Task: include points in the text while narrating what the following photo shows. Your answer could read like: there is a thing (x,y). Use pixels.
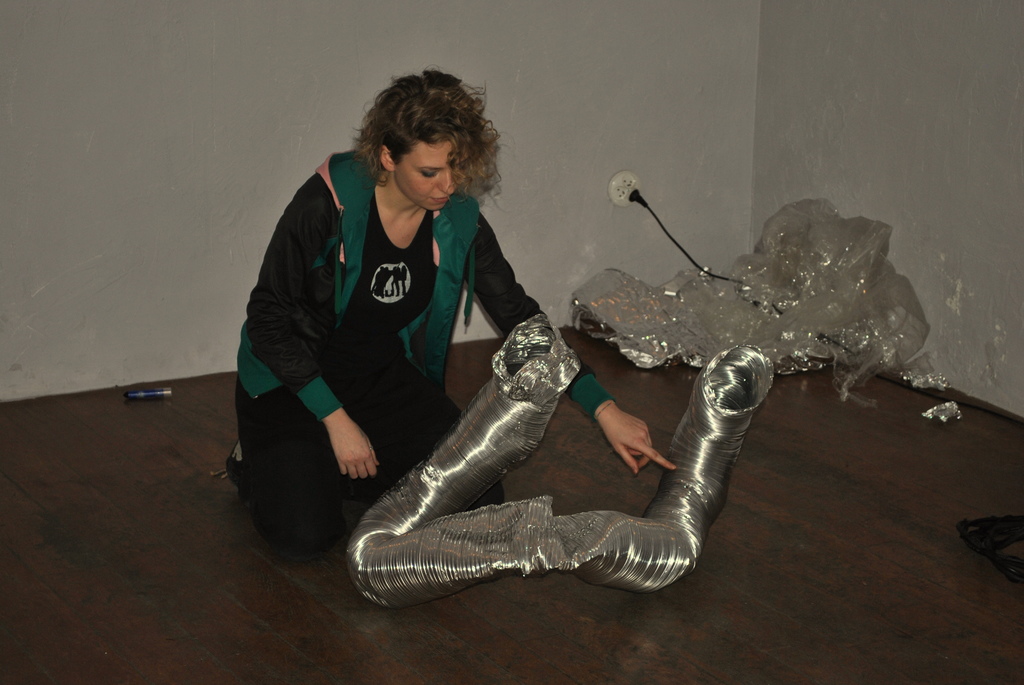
In this image we can see a woman (343,254) sitting on her knees (447,501) on the floor (440,612). We can also see some aluminum papers (588,558) and an object (621,557) on the floor (614,621). On the backside (643,210) we can see a switchboard (624,201) with a plug (636,198) on the wall (619,235).
